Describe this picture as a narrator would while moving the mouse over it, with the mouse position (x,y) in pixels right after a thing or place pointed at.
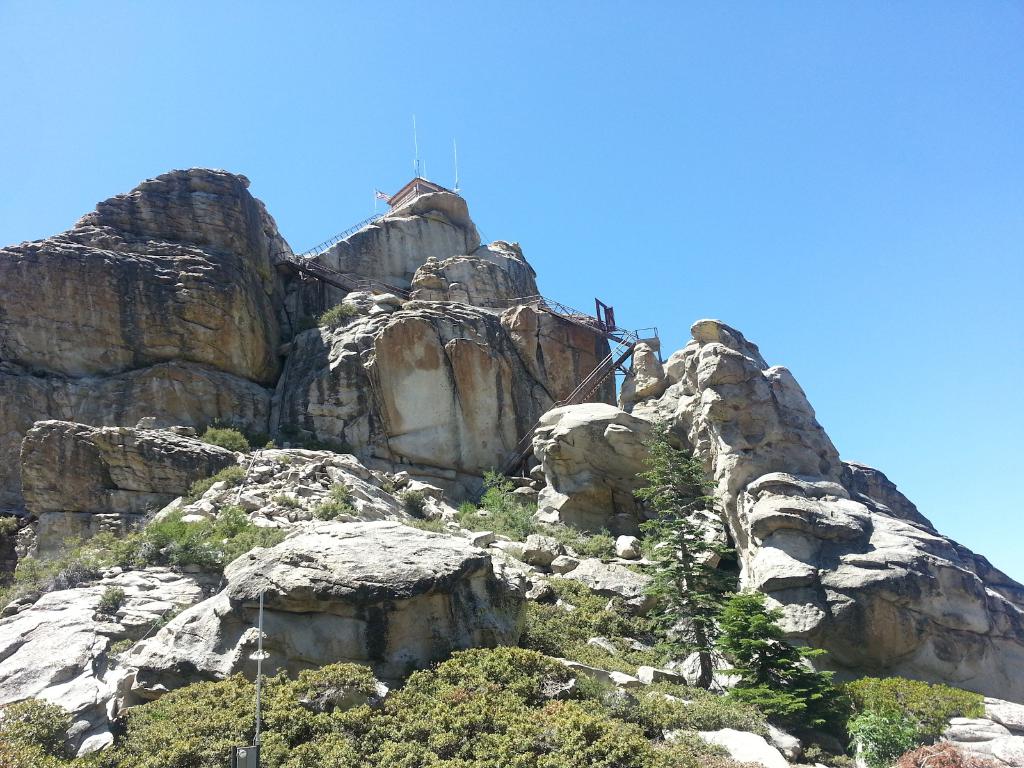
In this image there are mountains (488,629). In the mountains (386,688) there are some trees (702,566) and plants (266,714). In the background (929,299) there is a sky (937,315).
